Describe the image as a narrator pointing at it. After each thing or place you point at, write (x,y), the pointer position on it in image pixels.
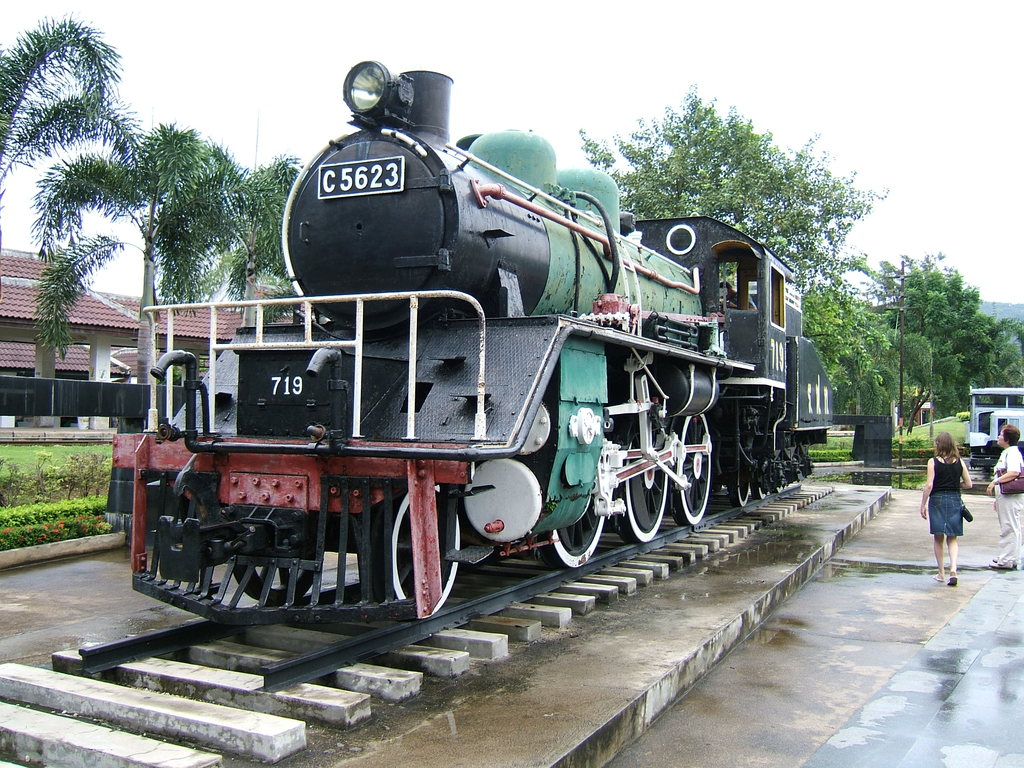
In this image I can see train (419,610) on the track (423,637). To the right (937,486) I can see two people (1017,541) with different color dresses (939,503) and there is a vehicle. To the left (114,342) I can see the plants (42,540) and houses (21,317). In the background (950,352) I can see many trees (950,352) and the sky (638,84).
